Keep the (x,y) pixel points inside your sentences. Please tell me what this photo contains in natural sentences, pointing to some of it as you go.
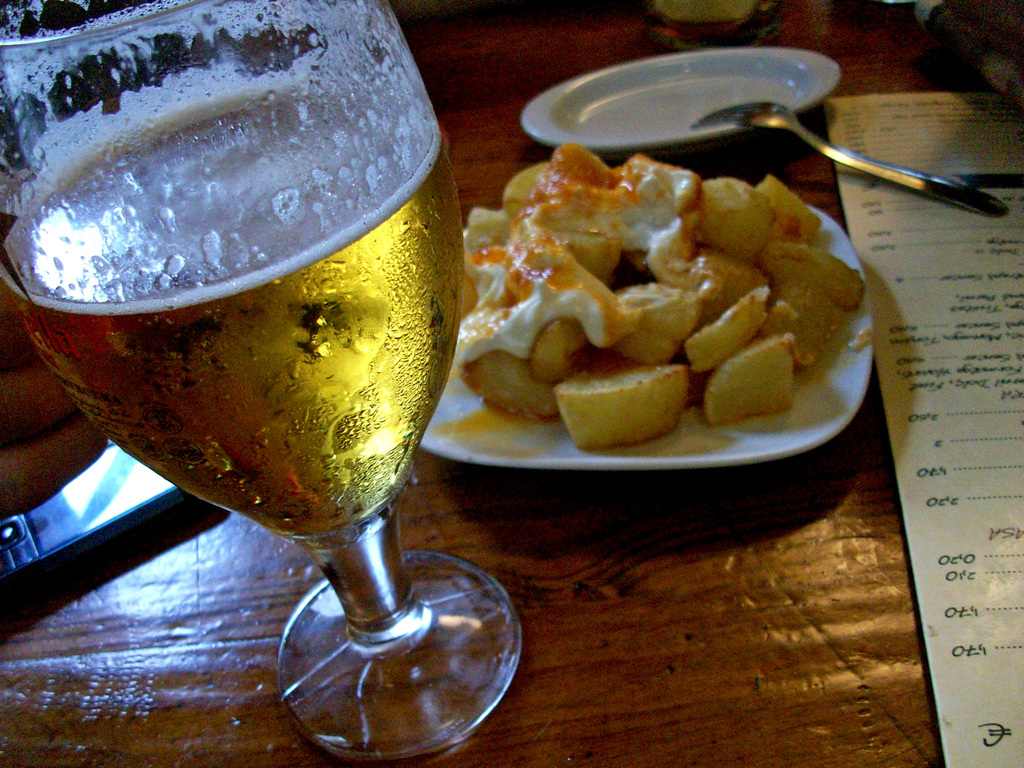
In this image there is a table (757,562), there is a plate (693,460) on the table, there is food (681,306) on the plate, there is a fork (954,192), there is a menu card (946,301) on the table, there is a mobile phone (164,496), there is a glass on the table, there is the drink (240,289) in the glass (234,209), there is a person's hand (35,410) towards the left of the image (35,431).
